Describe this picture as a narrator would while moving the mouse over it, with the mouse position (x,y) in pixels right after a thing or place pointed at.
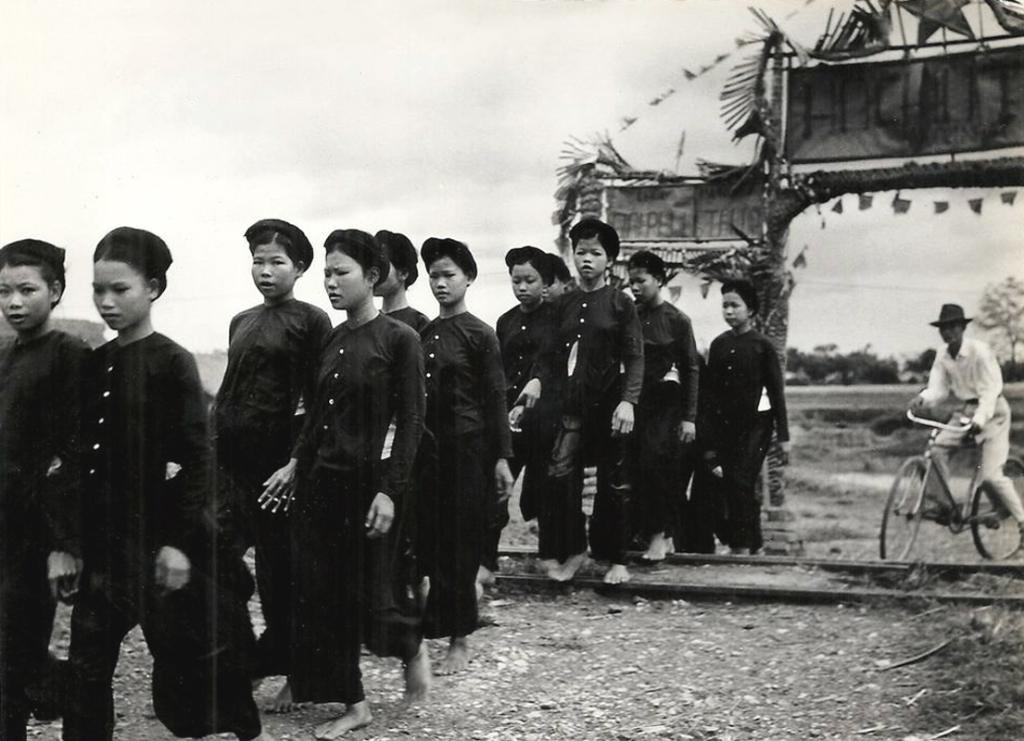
In this image I can see number of women (404,300) are standing. In the background (738,193) I can see few boards (632,234) and here I can see a man (1007,449) is sitting on a bicycle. I can see he is wearing a hat (956,316) and I can also see few trees (983,321) in the background (893,377). On these boards (888,110) I can see something is written.
